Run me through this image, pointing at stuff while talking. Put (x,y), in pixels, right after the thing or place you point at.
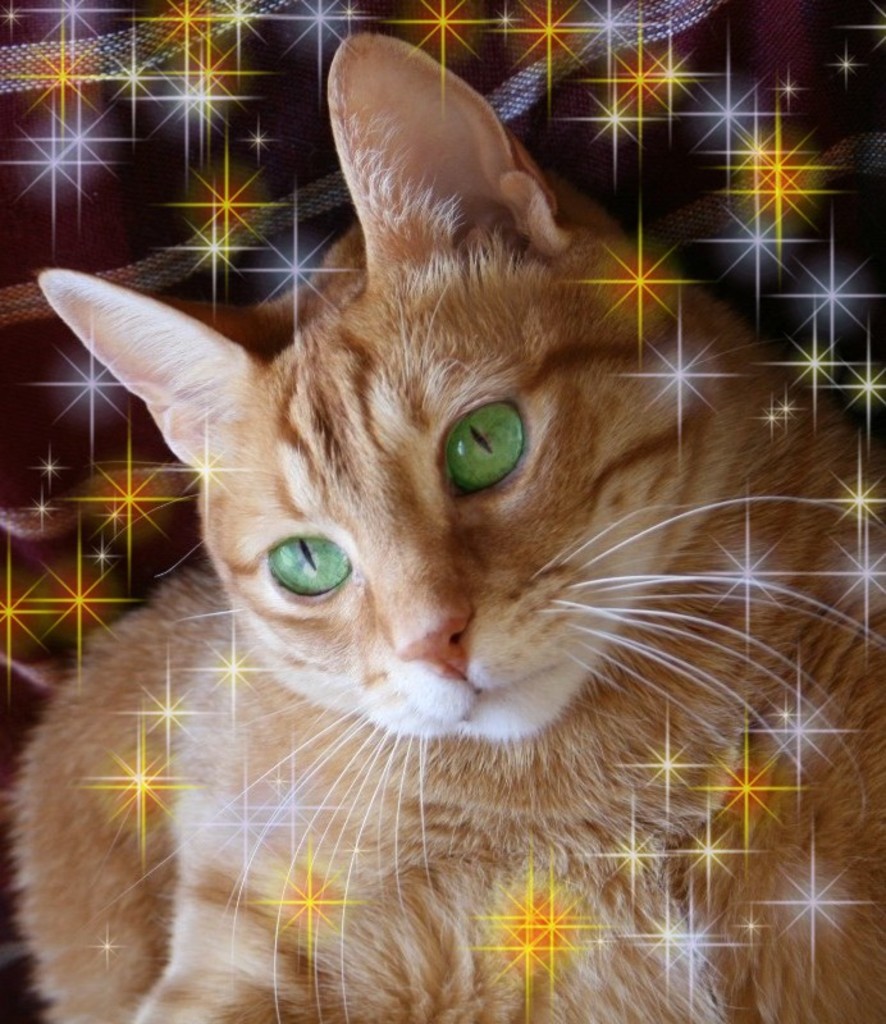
In this image I can see a cream colour cat (274,605).
